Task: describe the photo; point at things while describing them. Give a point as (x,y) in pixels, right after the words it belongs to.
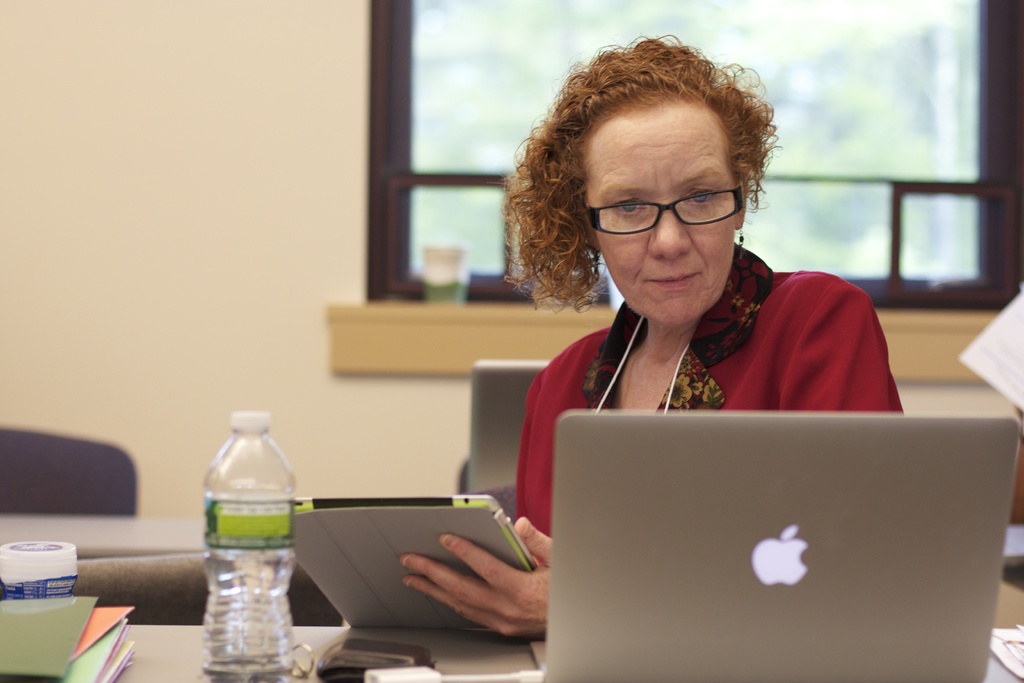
Here we can see a woman (697,259) is sitting and holding a tablet (441,500) in her hands (407,555), and in front (606,643) here is the table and laptop (695,584) and some objects (365,664) on it, and at back (514,49) here is the window (517,134).
